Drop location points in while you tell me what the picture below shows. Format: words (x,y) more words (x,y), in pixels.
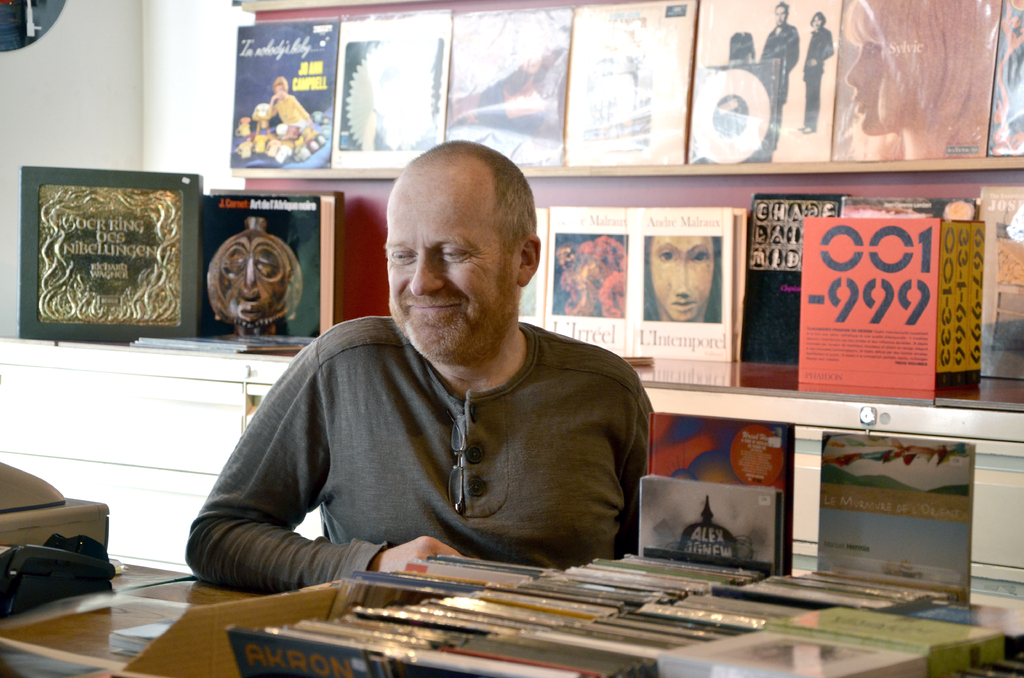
In the picture I can see a man (418,482) wearing a T-shirt (445,387) and there is a smile on his face (493,227). I can see the music album compact discs (628,594) on the table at the bottom of the picture (760,575). I can see an electronic device (64,536) on the table (81,621) on the bottom left side (77,537). I can see the music album compact discs (583,116) on the shelves (541,169).
